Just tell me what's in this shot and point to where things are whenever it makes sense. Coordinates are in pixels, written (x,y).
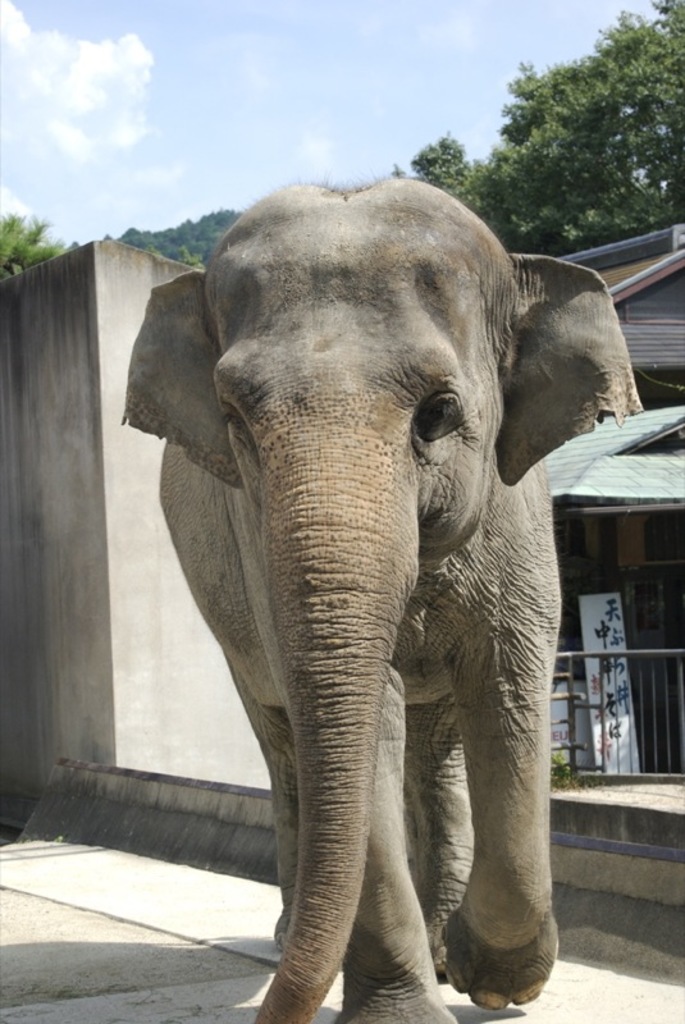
In this image I can see an elephant (417,448) which is in brown and grey color. To the side of an elephant (342,572) I can see the railing (609,680) and the board (605,691). In the background (149,438) I can see the wall (53,428), house (602,254), many trees (636,129), clouds (139,36) and the sky (191,135).
